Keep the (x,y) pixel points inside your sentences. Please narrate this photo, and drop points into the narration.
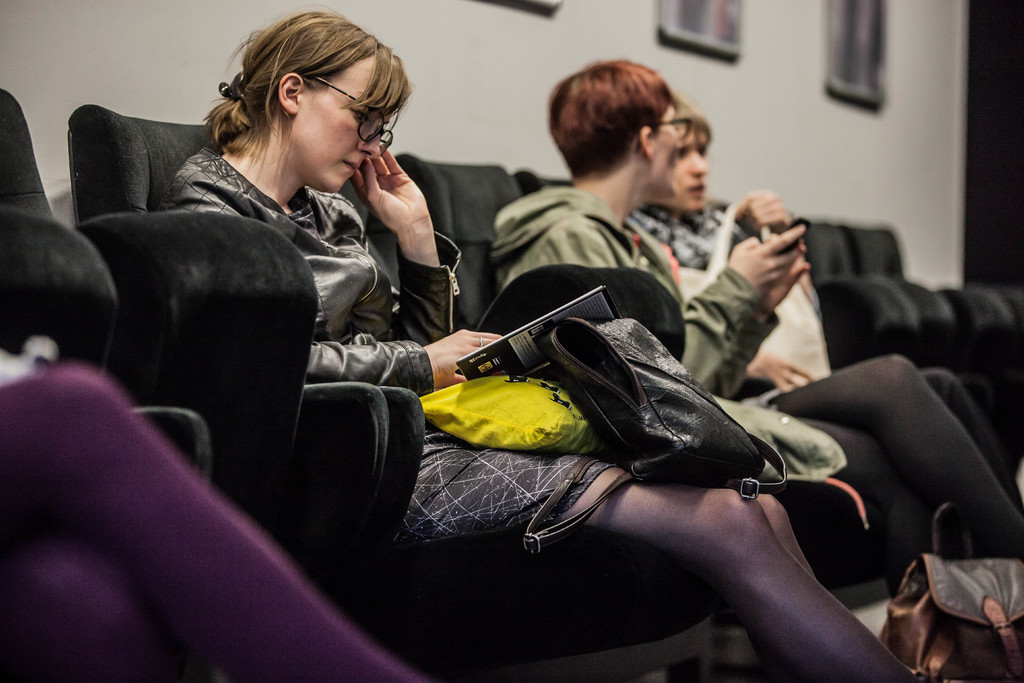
In the image there are few people (817,385) sitting on the chairs (194,349) and there is a woman (374,287) in the foreground (323,238), she is reading a book (556,321) and under the book (498,362) there are two bags (592,374), in the background (487,113) there is a wall (731,130) and there are photo frames (730,32) attached to the wall (778,61).
